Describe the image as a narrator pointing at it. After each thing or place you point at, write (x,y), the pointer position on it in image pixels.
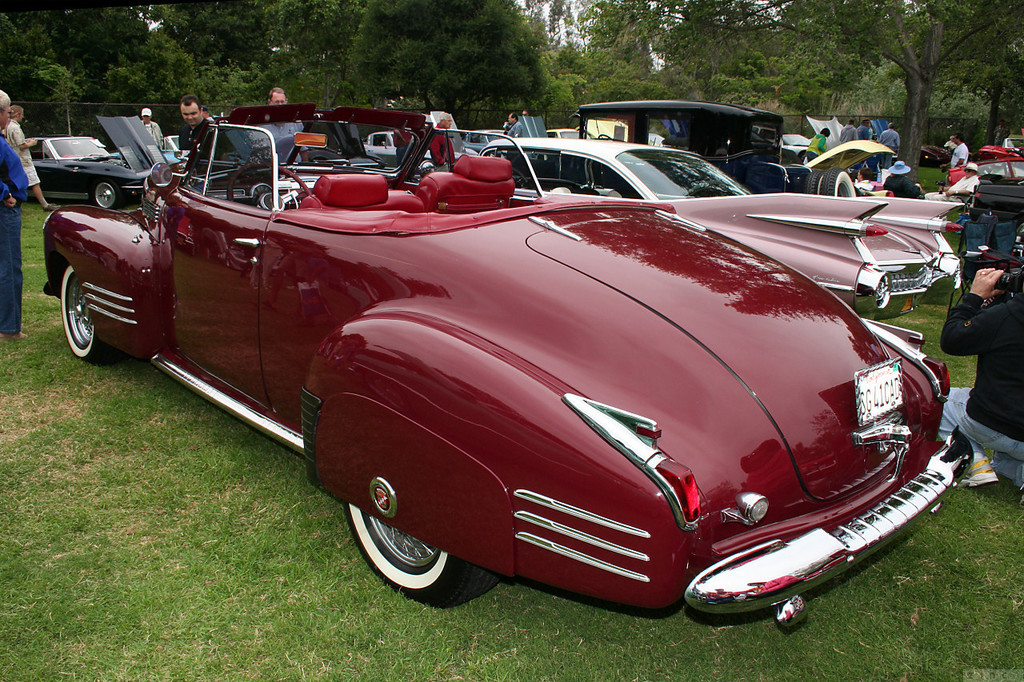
In this image we can see a few people (996,276), among them some are sitting and some are standing, also we can see the vehicles (531,507) on the ground (53,532), there are some trees (615,95), fence (553,120) and the sky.
